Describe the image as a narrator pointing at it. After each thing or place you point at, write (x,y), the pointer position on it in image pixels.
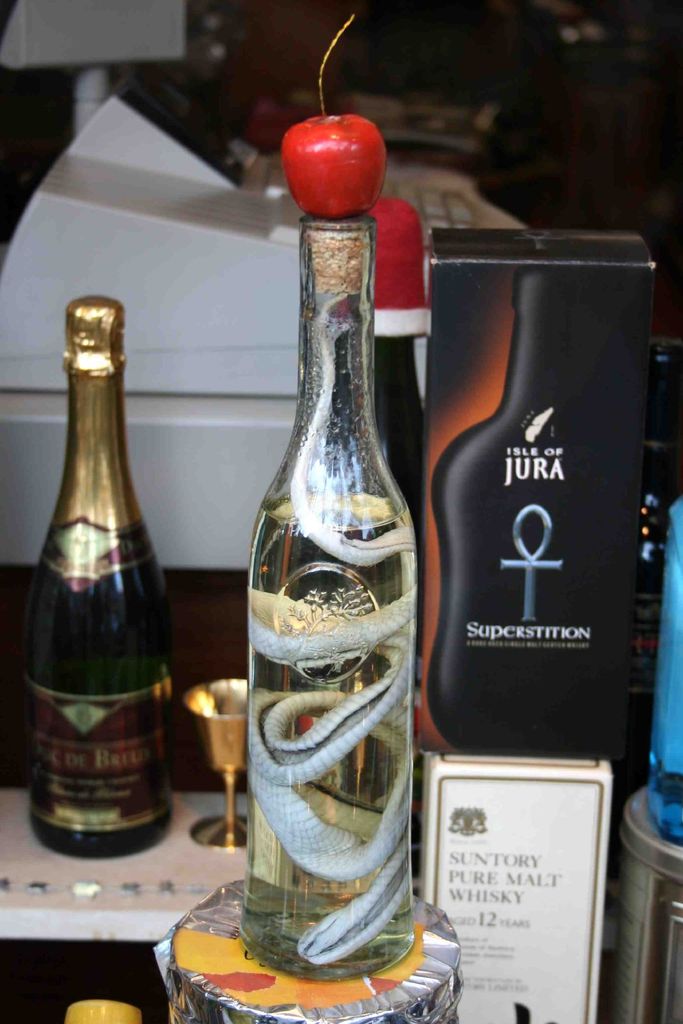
There are two bottles (287,799) placed on the table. Beside the bottle (326,782) there is a box (494,625). There is a fruit (341,180) placed on the bottleneck (322,291).
